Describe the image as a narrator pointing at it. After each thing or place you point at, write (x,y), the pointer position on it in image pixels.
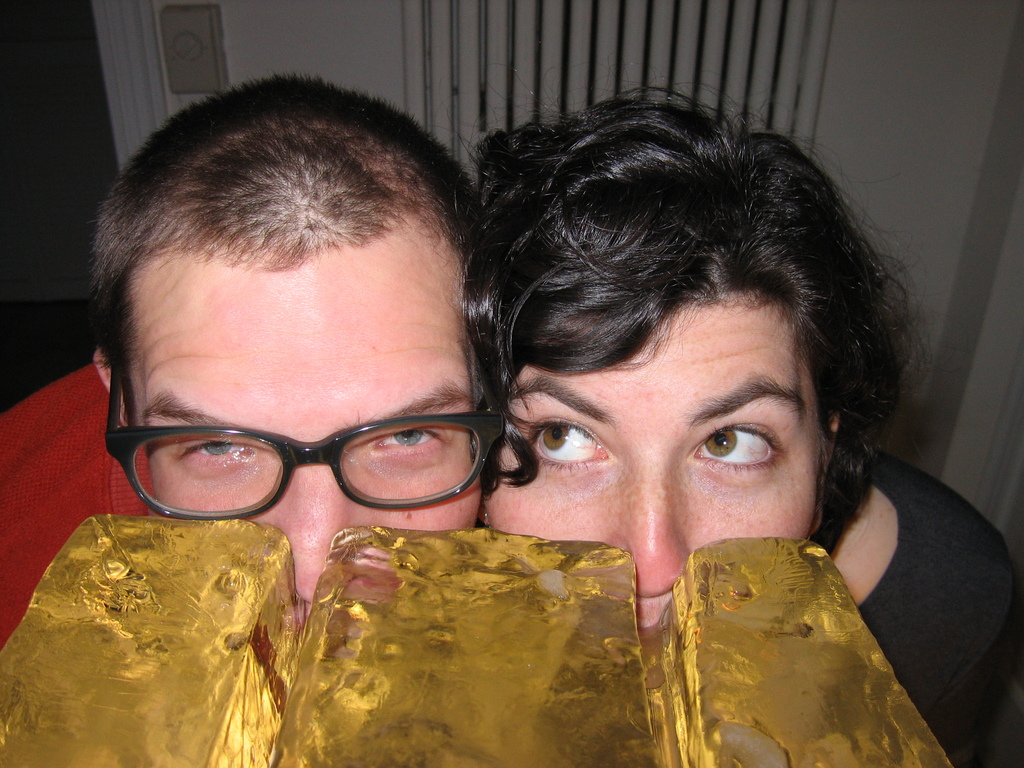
In this image we can see two persons (741,353). One person (194,455) wearing red t shirt (103,472) and spectacles (133,441). One woman (708,446) is wearing black t shirt (938,614). In the foreground (63,617) we can see ice blocks (132,625).
